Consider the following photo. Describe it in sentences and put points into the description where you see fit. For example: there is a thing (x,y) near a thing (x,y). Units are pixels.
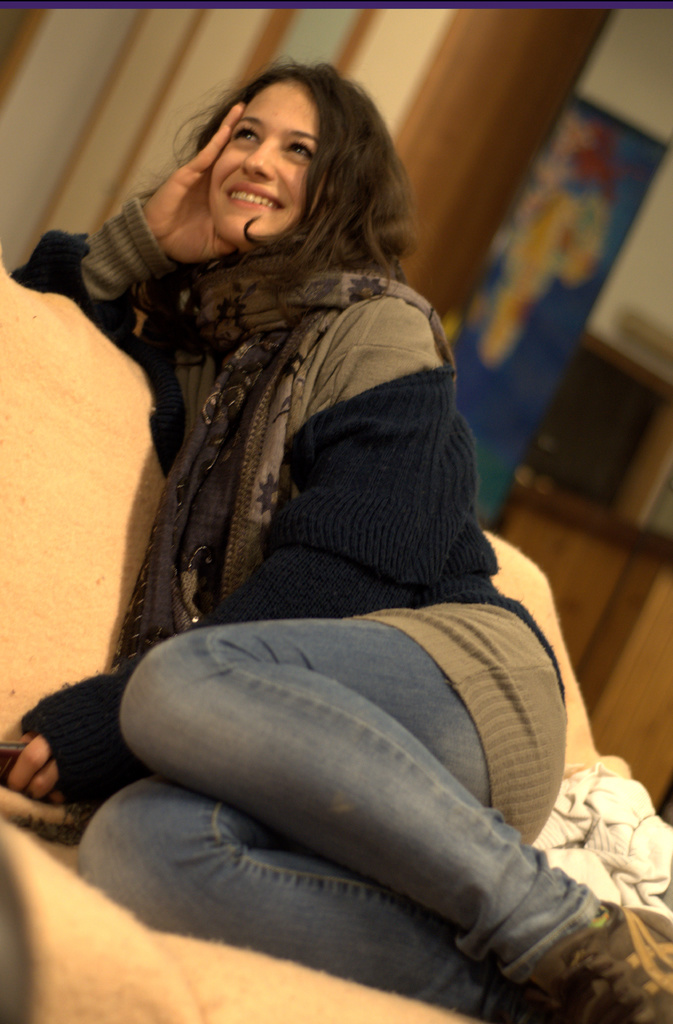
This woman (293,283) wore jacket (355,506), scarf (286,286), smiling and looking upwards. Background (405,49) it is blur. Far we can see a banner (565,285).
